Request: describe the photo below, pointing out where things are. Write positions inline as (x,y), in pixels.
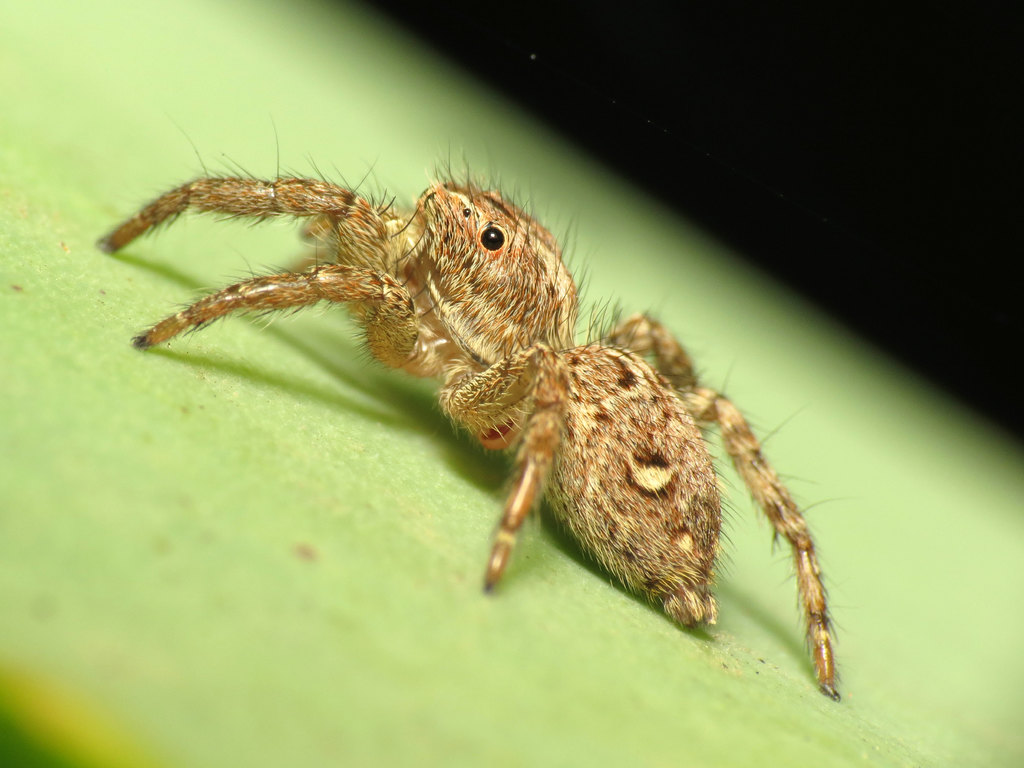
On this green surface (96,446) there is an insect (594,397). Background (891,177) it is dark.
